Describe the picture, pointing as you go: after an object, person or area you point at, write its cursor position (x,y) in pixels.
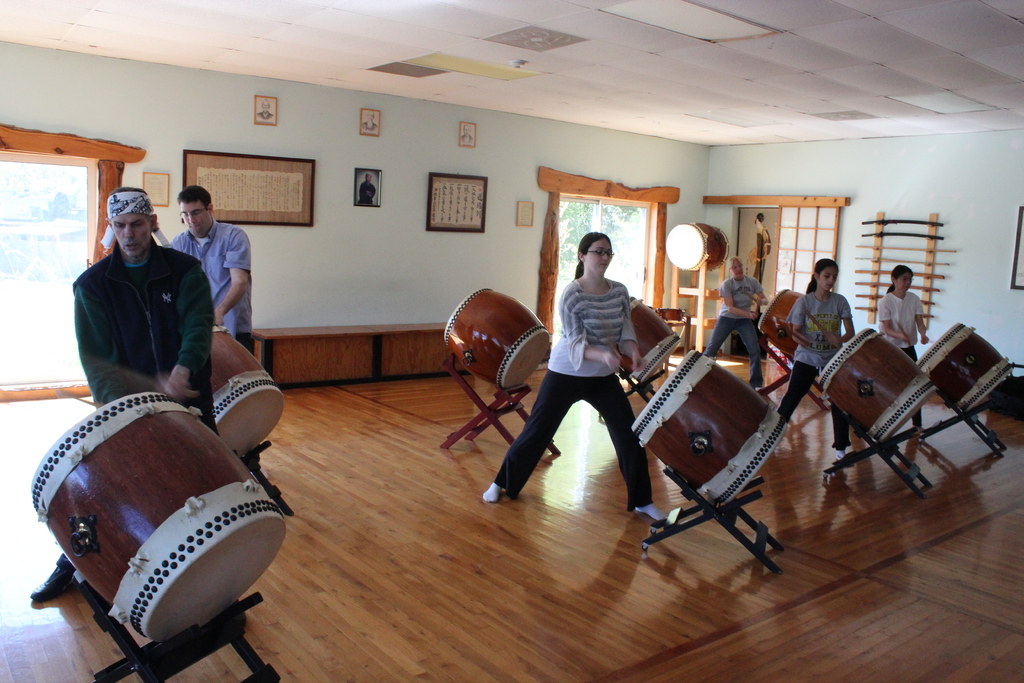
In the left middle (157,334), there are two person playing drums (245,399). In the right middle (867,423), there are four persons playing drums (770,422). The background wall (437,116) is sky blue in color. Both side doors (15,179) are visible and right side window (811,265) is visible. Roof top (878,64) is white in color. And on the wall (235,123) photo frames (306,173) are there. This image is taken inside a hall (410,556).
